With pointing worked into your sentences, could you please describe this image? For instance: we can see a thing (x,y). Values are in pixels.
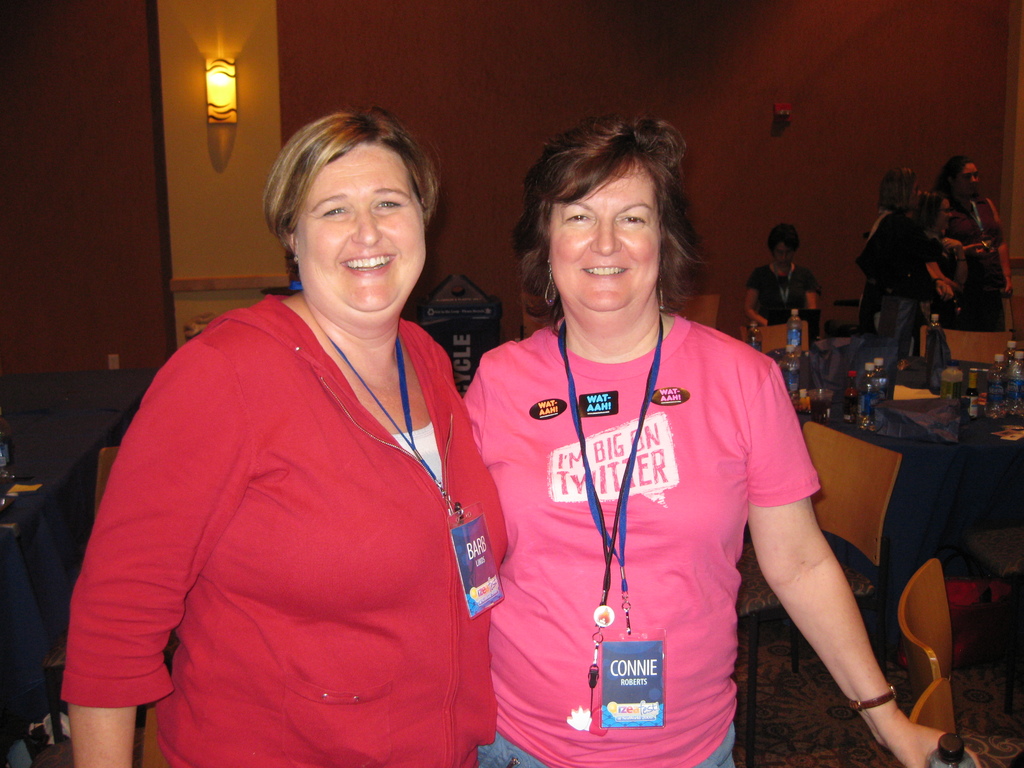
In this image in the foreground (539,724) there are two women (395,262) visible, one woman (912,763) holding a bottle (958,759), in the background (276,138) there is the wall (543,100), in front of the wall (714,278) there are few peoples (792,236) visible, on the right side (950,463) there is a table (898,443), on which there are few bottles (1020,398), in front of table (950,463) there are few chairs (824,430), on the beam (170,108) a light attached visible on the left side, on the left side (33,461) there is another table (28,435).
